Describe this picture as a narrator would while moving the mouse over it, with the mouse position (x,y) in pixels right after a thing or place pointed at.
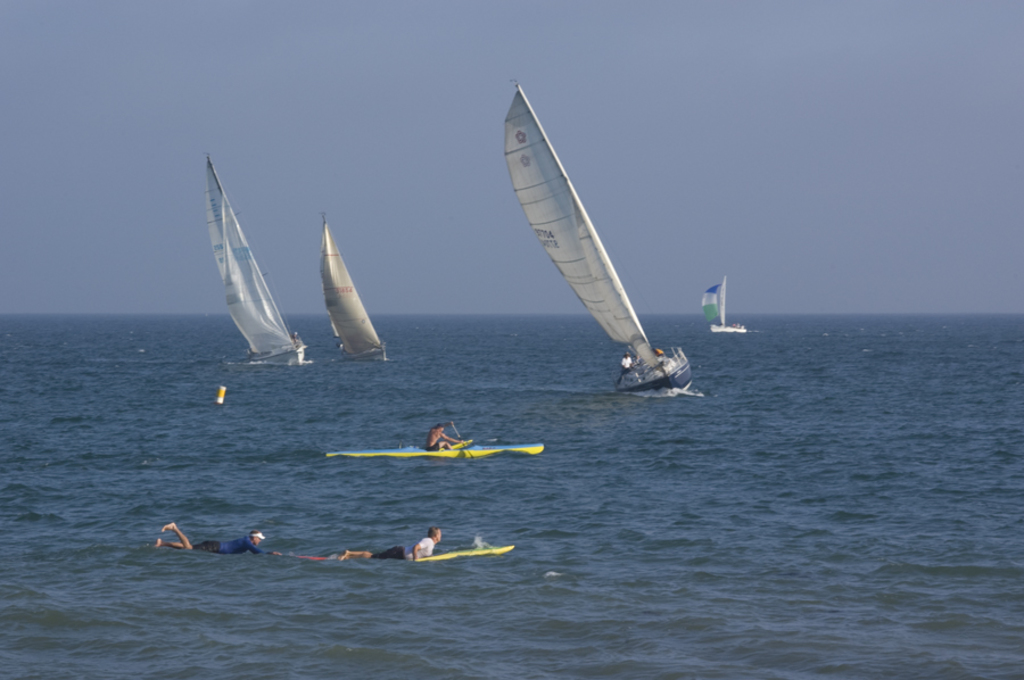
Here few people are surfing on the surfboard (469,552), these are the surf boards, these are the small ships (561,263) in the sea (738,574). At the top (505,100) it's a sky (710,104).
